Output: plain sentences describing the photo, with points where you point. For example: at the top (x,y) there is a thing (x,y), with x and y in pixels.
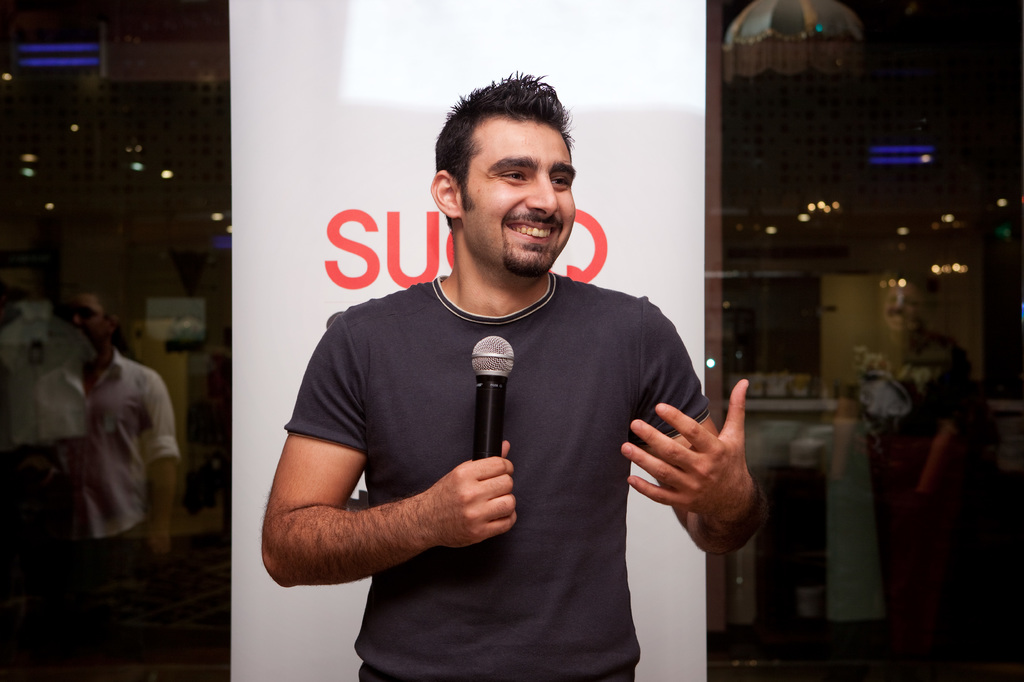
There is a man (394,678) standing in front of the banner (619,77) holding a microphone (485,426).
